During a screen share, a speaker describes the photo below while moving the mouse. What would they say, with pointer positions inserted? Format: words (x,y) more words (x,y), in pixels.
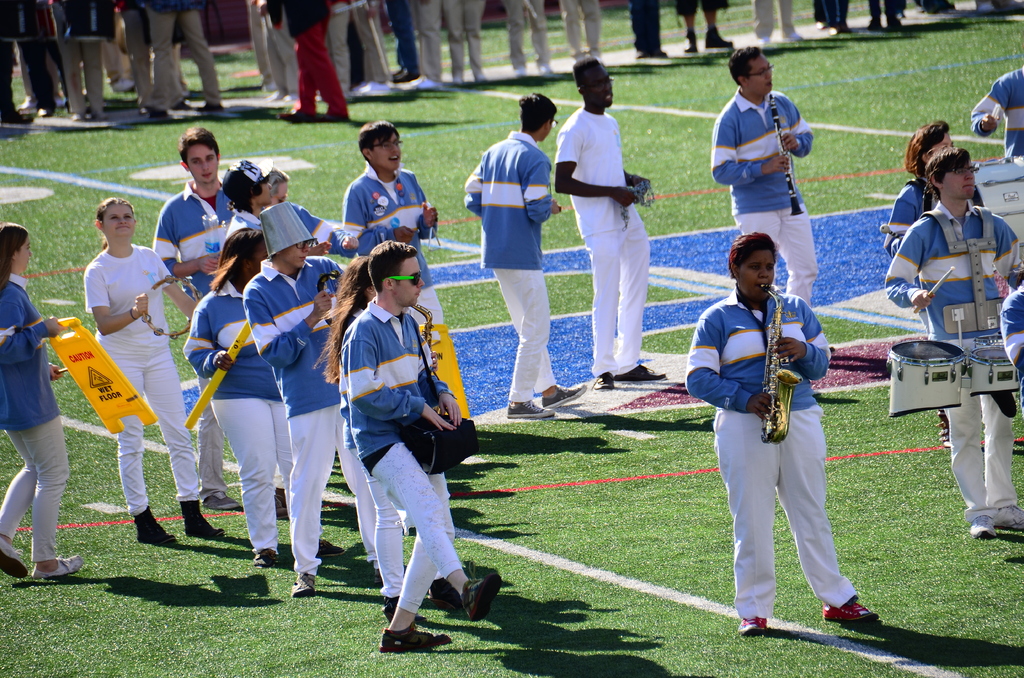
In the image there are many people (376,385) in blue shirt (786,315) playing musical instruments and dancing on the grassland (622,464) and in the back (172,43) there are many people (339,43) standing.
